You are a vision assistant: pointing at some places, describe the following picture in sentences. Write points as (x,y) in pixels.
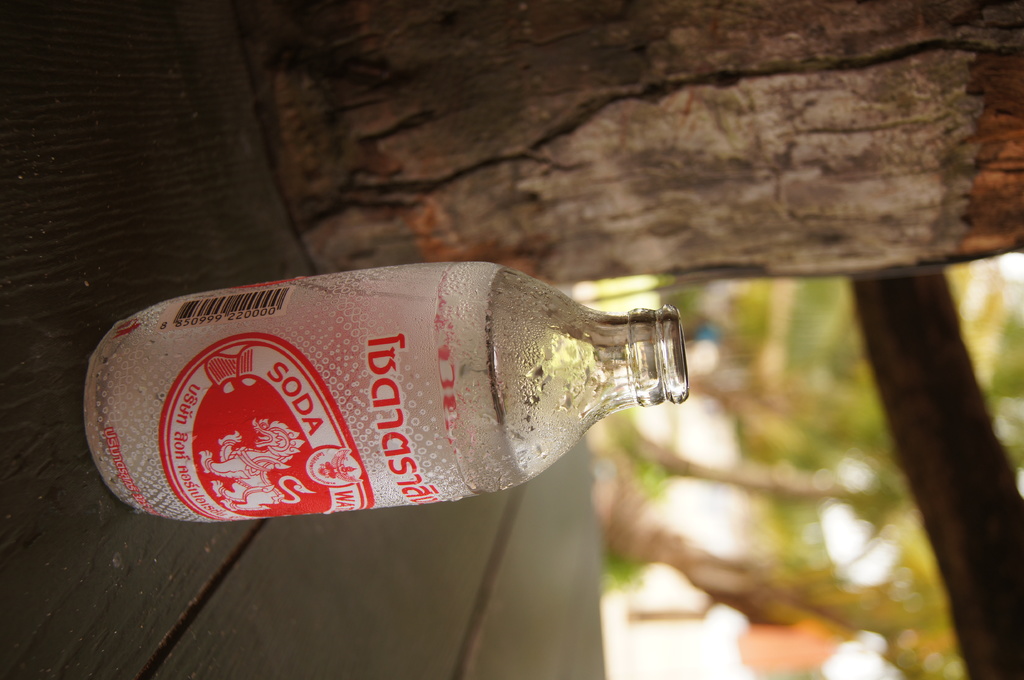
This picture was facing in a right direction. There is an empty bottle (488,420) on table (194,563), there are some labels (204,370) on it. In the top (365,221) there is a tree trunk (834,174), In the background (826,348) there are some trees (810,414) with leaves (860,450).
